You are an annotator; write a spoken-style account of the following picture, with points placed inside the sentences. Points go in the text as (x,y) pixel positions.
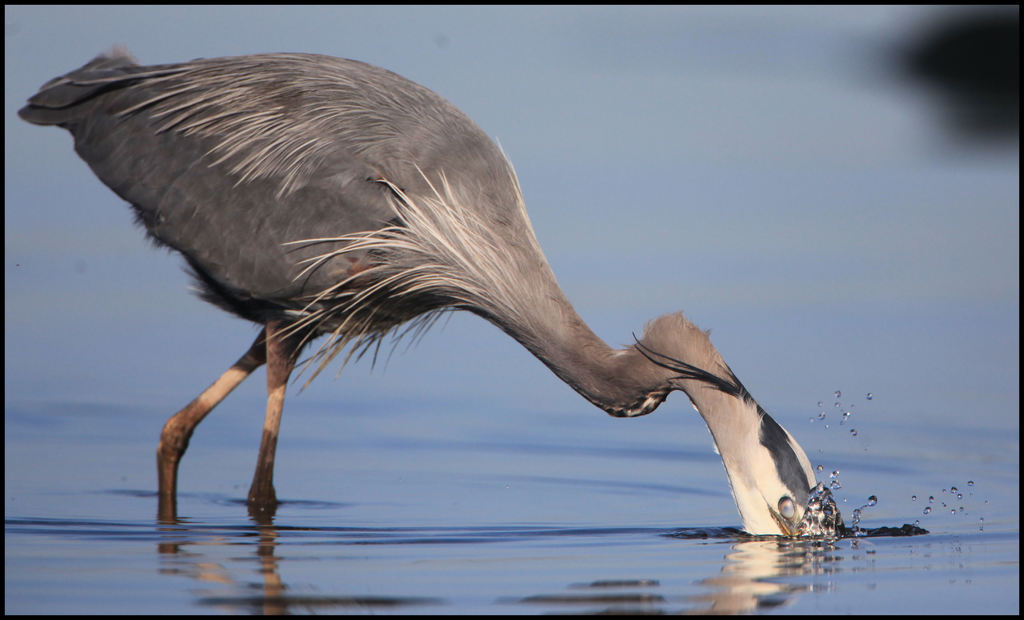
This is an edited image. I can see a bird (308,281) standing and drinking water (702,281). The background (166,24) looks blurry.
